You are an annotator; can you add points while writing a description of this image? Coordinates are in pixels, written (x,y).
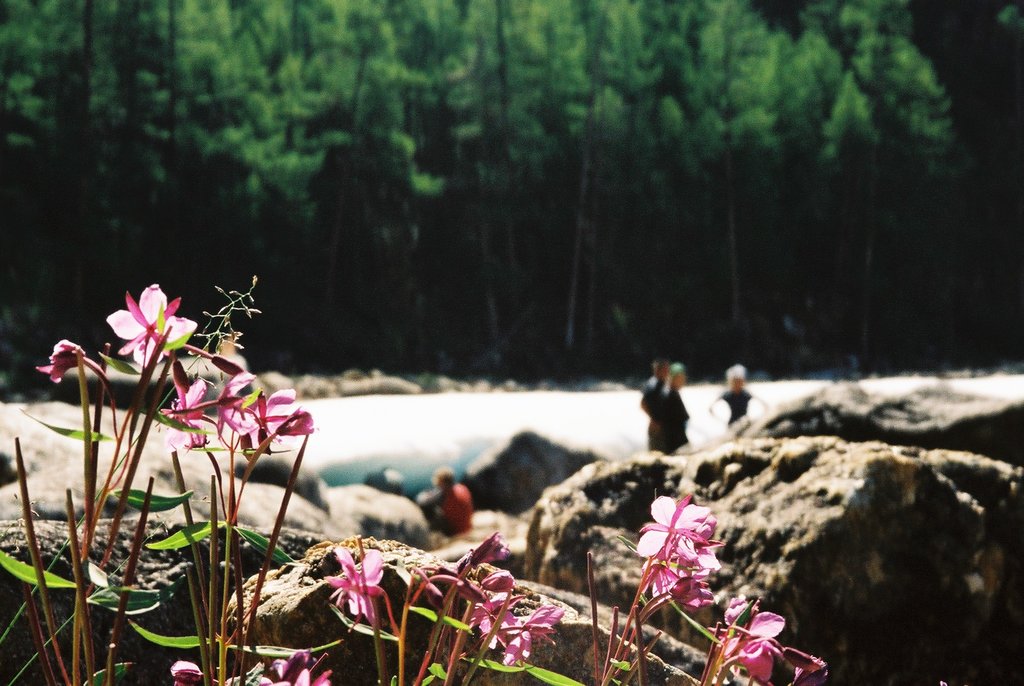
In the image there are flower plants (222,610) in the front (492,632) followed by rocks (524,520) behind it and few people (680,427) standing in the back (461,512) and there are trees (212,259) in the background (592,213).
